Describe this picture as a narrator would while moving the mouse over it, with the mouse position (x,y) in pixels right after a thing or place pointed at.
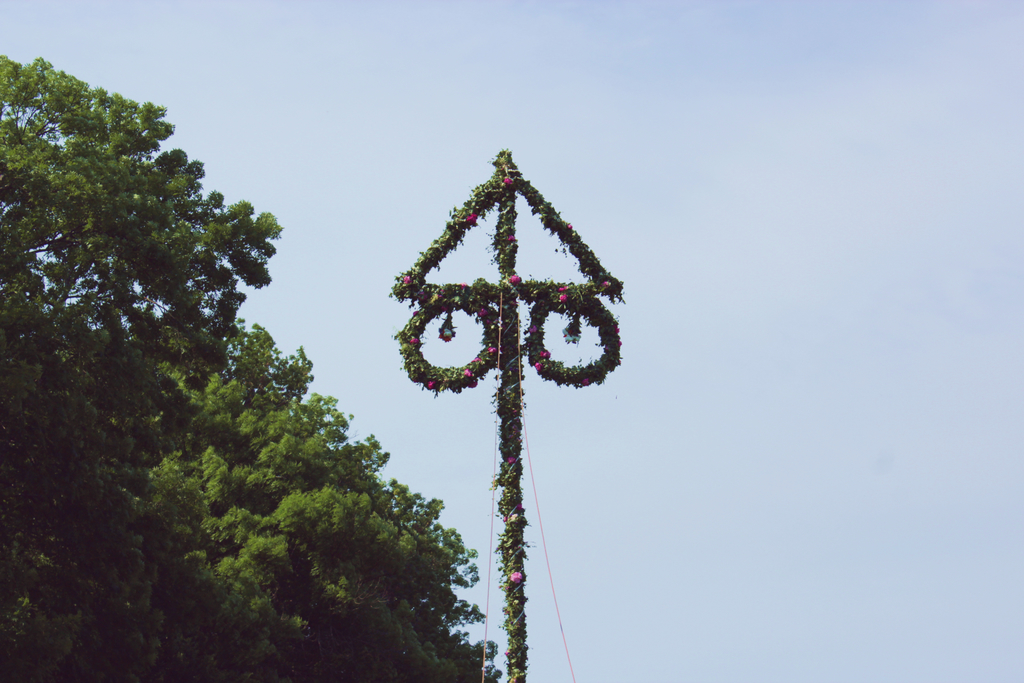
In this image I can see a tree (203,330), the sky (365,221) and I can see a pole (502,363) covered with flowers (532,332) and leaves (478,310). I can also see red colour things (489,548) over here.
